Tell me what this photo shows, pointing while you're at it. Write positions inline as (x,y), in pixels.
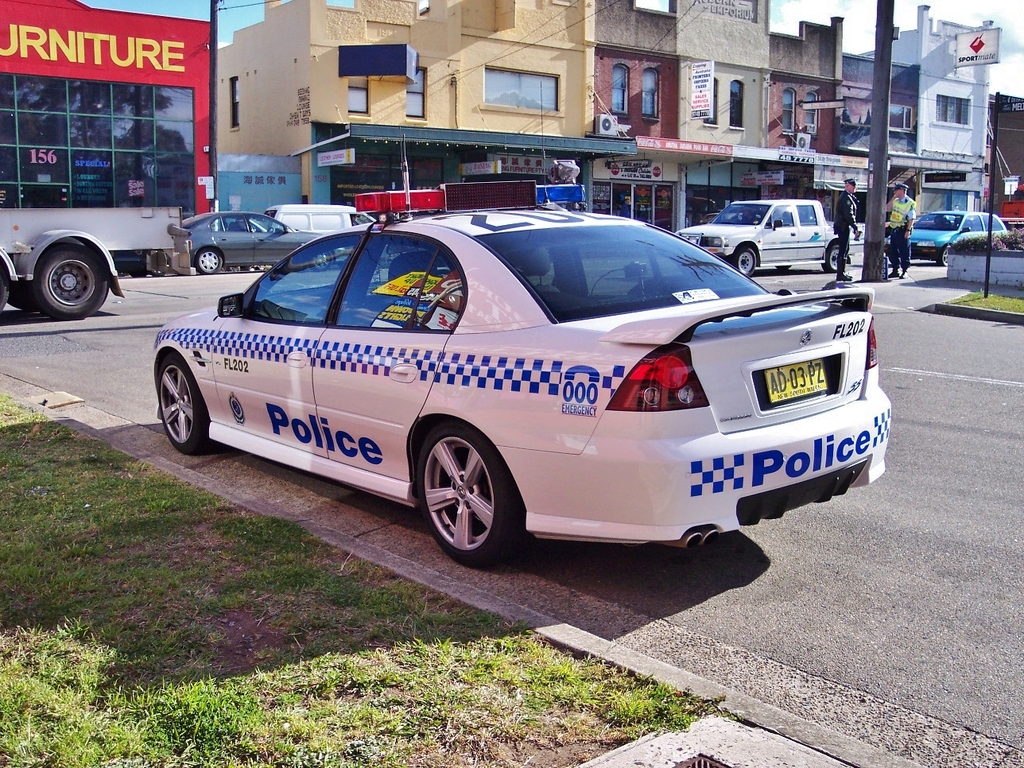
In this image I can see few vehicles (602,387), buildings (482,106), windows (354,180), poles (878,159), stores (525,179), boards (968,59), signboard (962,42) and two people (896,211) are standing on the road (894,389). The sky (782,12) is in blue and white color.
